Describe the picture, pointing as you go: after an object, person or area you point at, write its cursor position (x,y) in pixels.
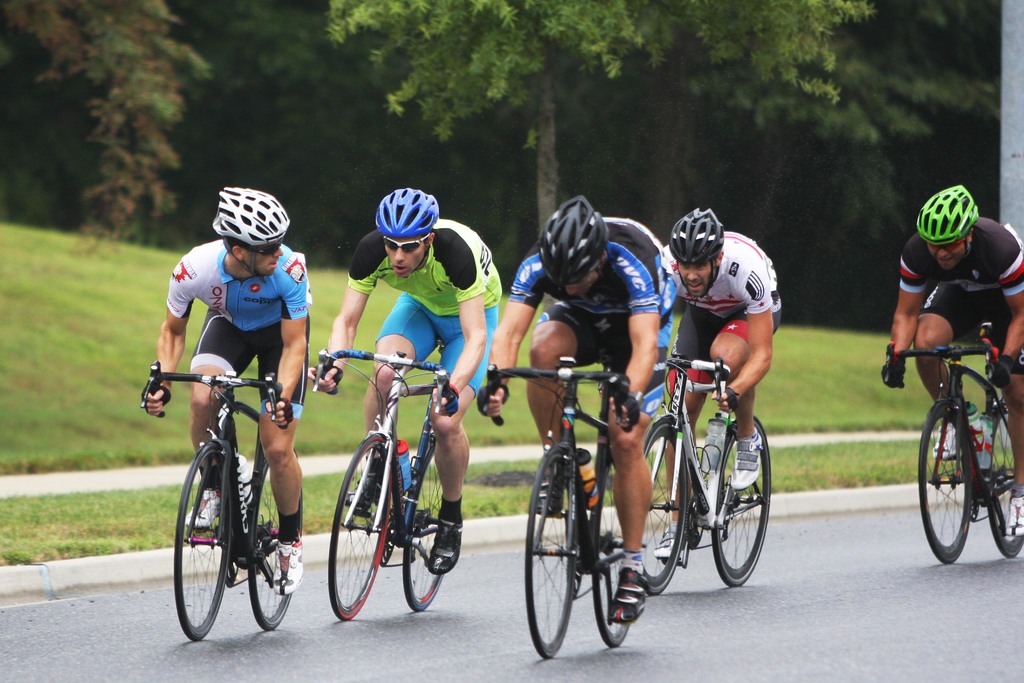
In this picture I can observe some men (893,320) cycling bicycles (364,468) on the road (312,618). All of them are wearing helmets (253,207) on their heads (929,241). In the background (320,203) I can observe trees (320,110).
